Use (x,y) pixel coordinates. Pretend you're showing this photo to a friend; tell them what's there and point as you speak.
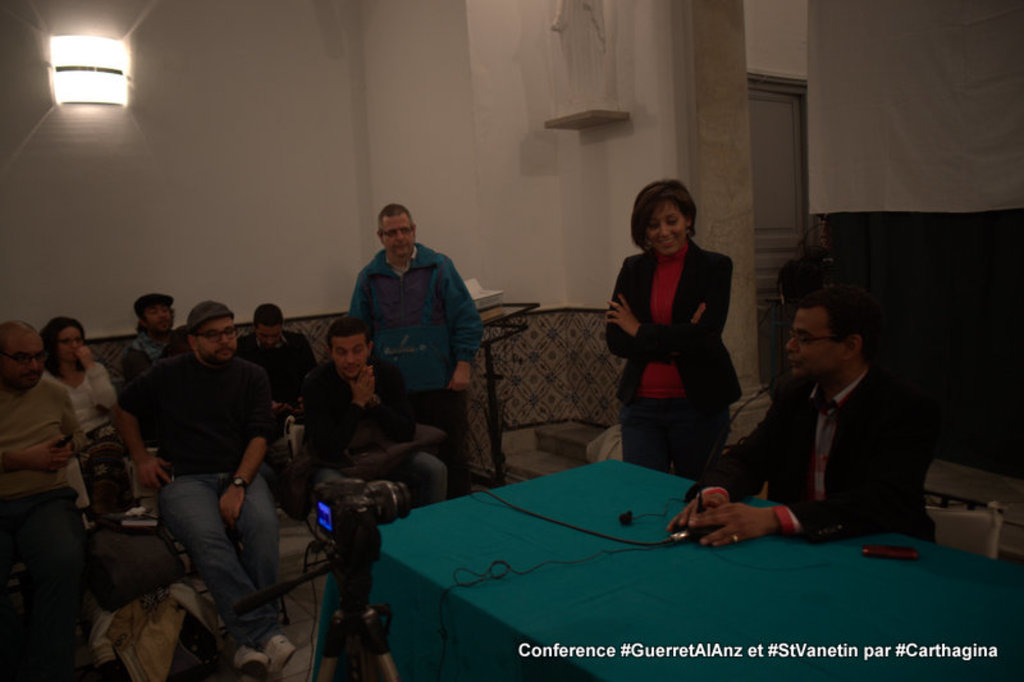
In this image I can see the group of people (191,460) sitting and few people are standing. And there is a table (645,566) in-front of one person (778,436). In the background (158,88) there is a light (103,87) and the wall (352,162).
